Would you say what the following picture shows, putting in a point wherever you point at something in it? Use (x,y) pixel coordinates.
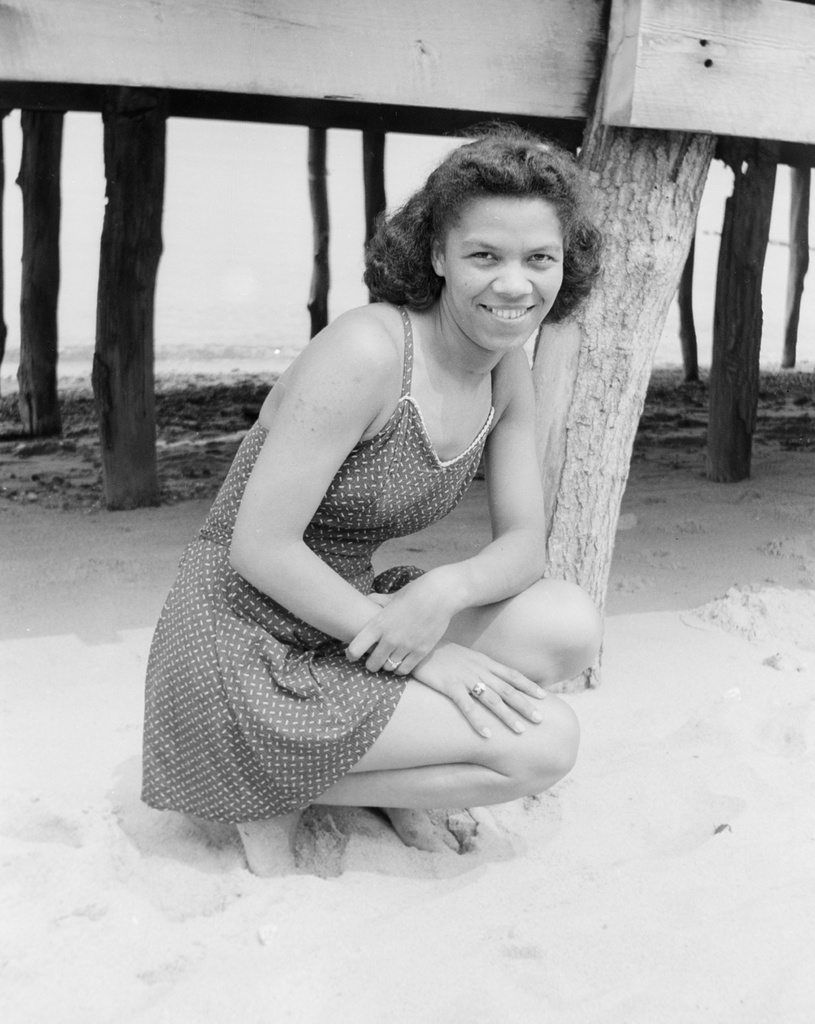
In this image I can see a woman (378,396) and I can see smile (526,317) on her face (502,320). In the background (597,319) I can see few tree trunks (48,249). I can also see this image is black and white in colour.
